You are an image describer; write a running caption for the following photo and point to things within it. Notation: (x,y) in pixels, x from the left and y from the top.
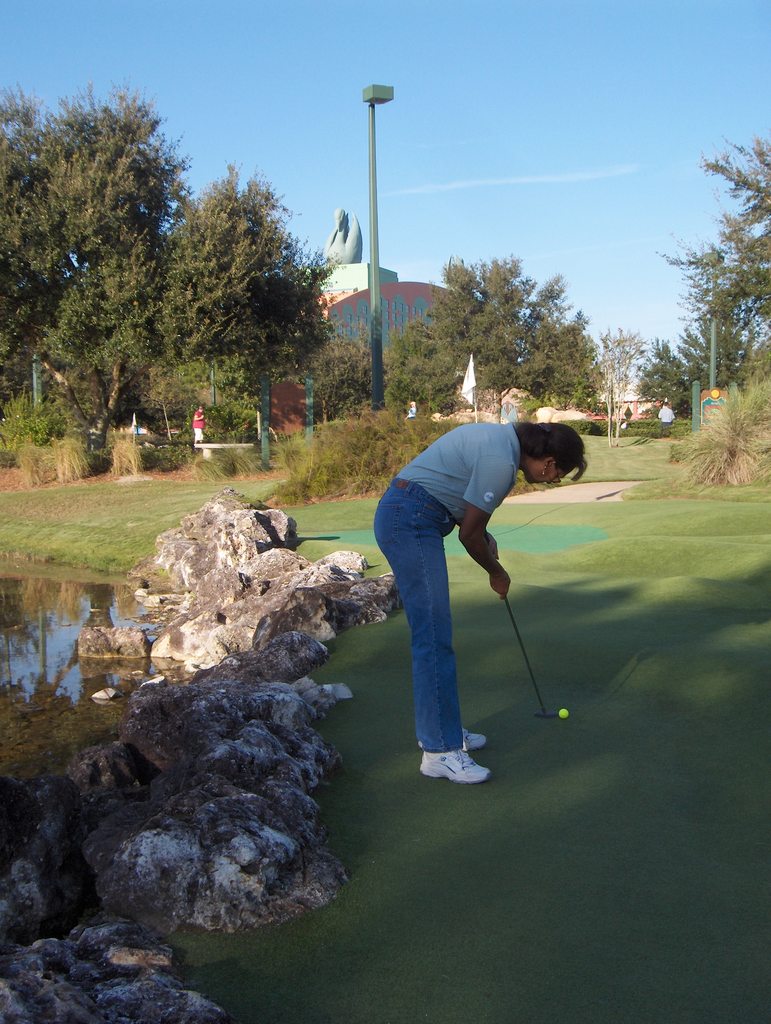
In this image, there are a few people (501,575). Among them, we can see a person (487,466) holding some object (516,631). We can see the ground (422,896) with some grass (560,725). We can also see a ball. We can see some stones (114,635) and some water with the reflection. We can see some plants (328,492), trees (204,355), poles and a flag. We can also see a statue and the sky (594,235).
